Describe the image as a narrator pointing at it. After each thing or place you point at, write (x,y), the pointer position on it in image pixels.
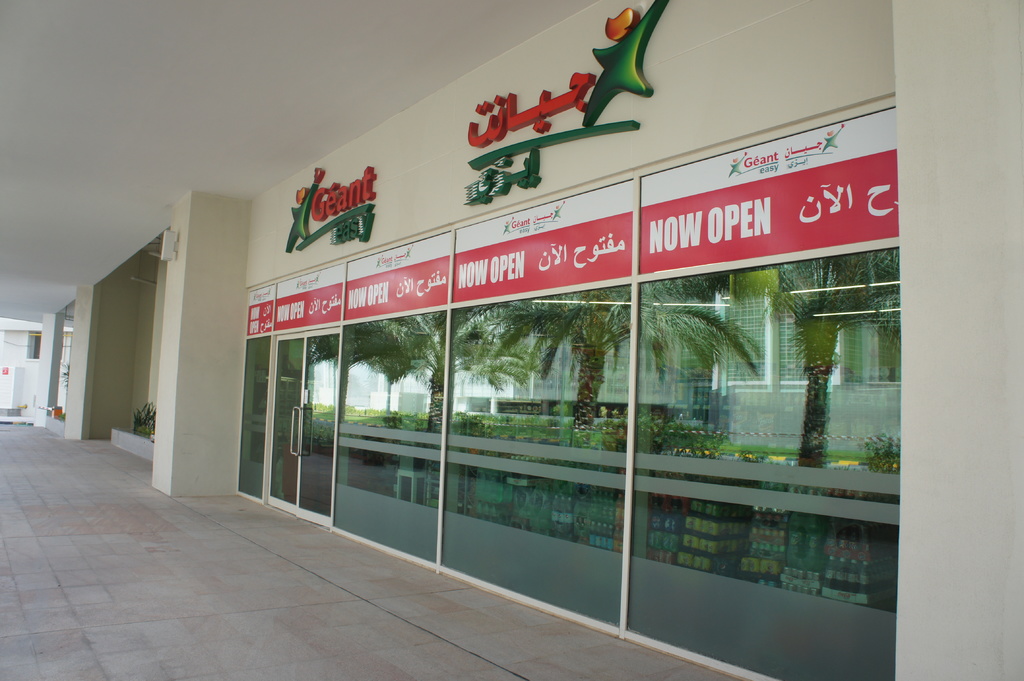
In this picture I can see the glass door (319,379). I can see glass wall (440,468). I can see trees (576,424) in the mirror reflection (607,424).
